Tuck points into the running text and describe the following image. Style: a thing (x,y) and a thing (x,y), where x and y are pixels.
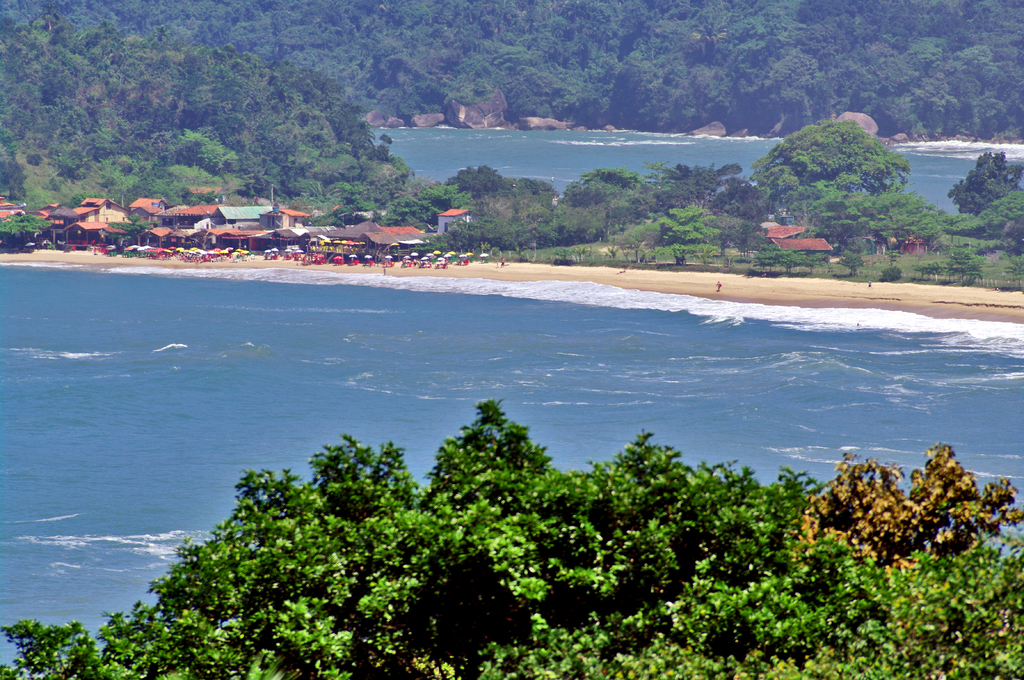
In this image at the bottom (549,516), there are trees (459,544), waves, water (262,401), ocean (304,408). In the middle (349,228) there are houses (333,234), people (203,258), tents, umbrellas (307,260), trees (448,204), water (621,156).
